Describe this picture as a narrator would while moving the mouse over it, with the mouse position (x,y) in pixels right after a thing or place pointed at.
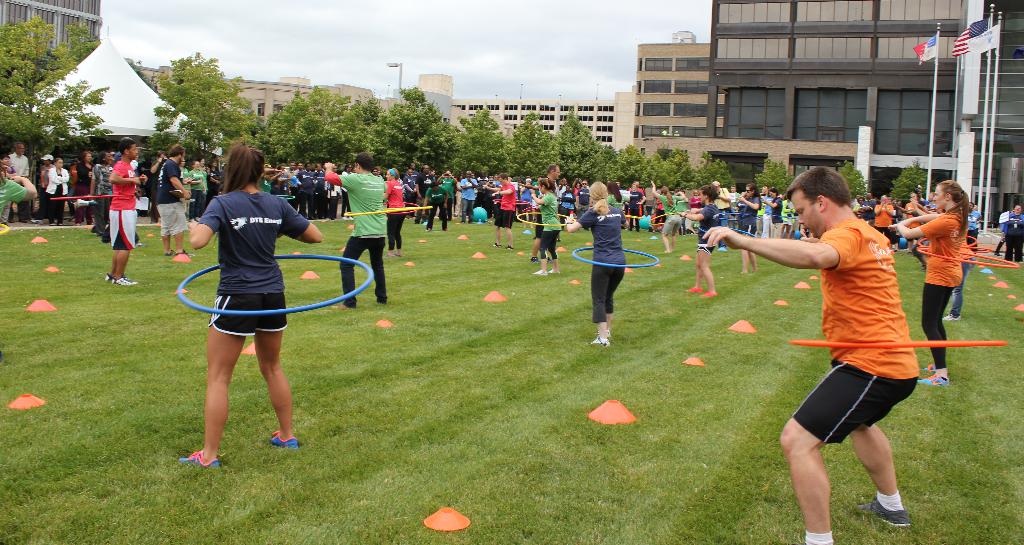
In this image we can see some people (286,215) and among them few people (266,215) standing on the ground (943,386) and it looks like they are performing exercise and we can see some objects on the ground (700,296). There are some buildings (1004,69) and trees (62,79) and there are three flags (971,36) on the right side of image (977,50) and we can see the sky (365,36).
